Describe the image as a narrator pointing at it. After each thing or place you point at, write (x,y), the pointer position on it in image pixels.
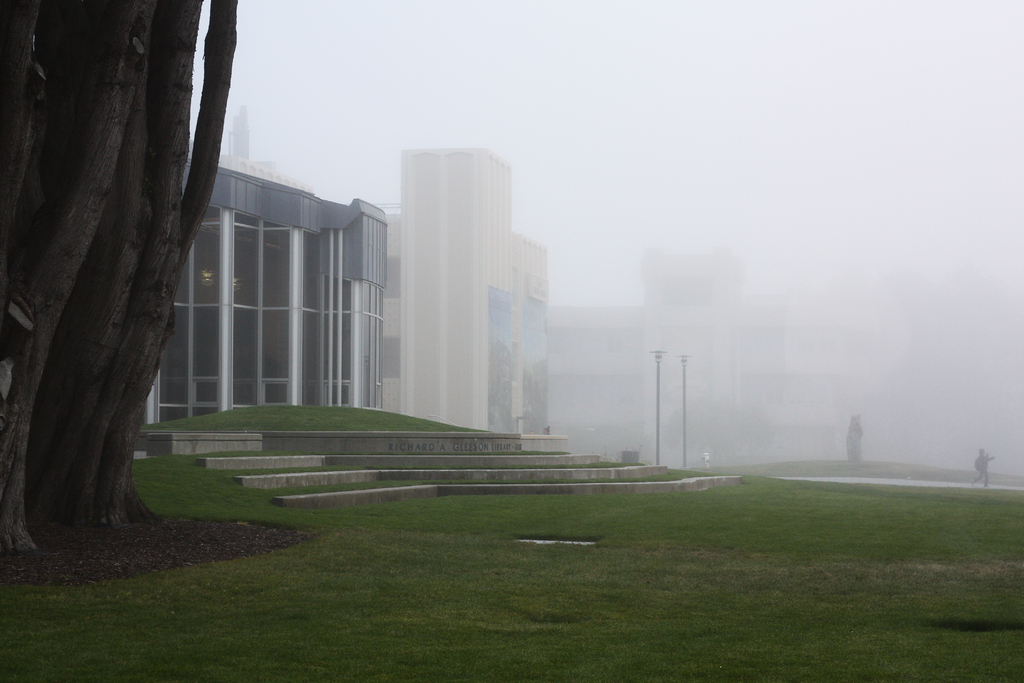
In the picture there is a building (338,299) and beside the building (437,405), total area is covered with white fog (828,393) and there is a grass (218,503) and a big tree (72,231) in front of the building (219,249).
